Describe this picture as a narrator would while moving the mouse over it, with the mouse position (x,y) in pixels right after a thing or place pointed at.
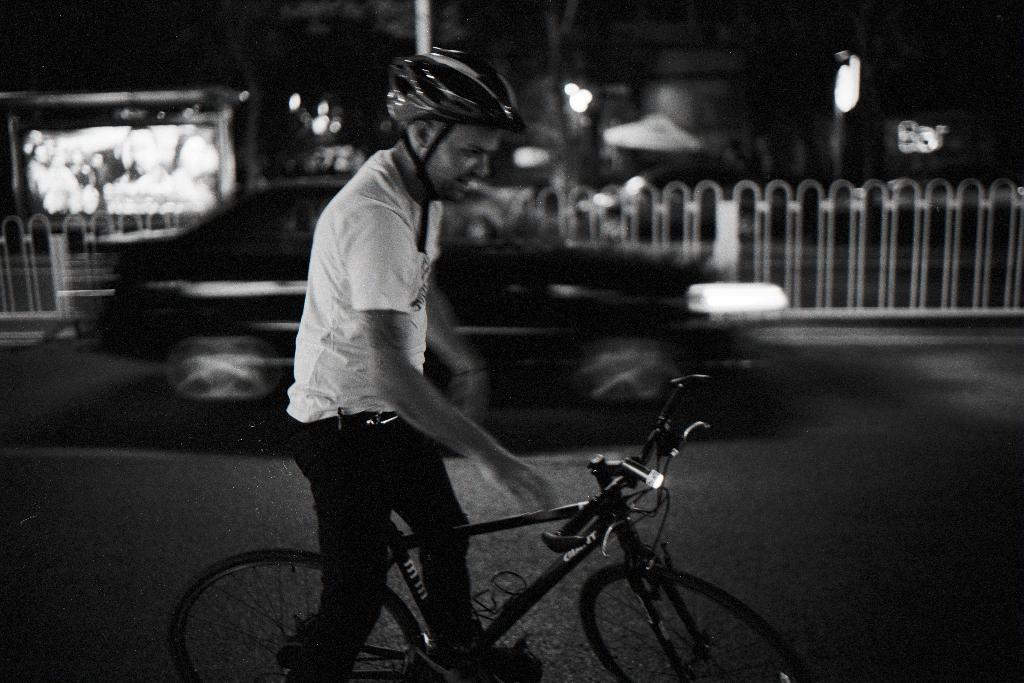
As we can see in the image there are lights (570,83), a man (353,303) and a bicycle (597,584).
